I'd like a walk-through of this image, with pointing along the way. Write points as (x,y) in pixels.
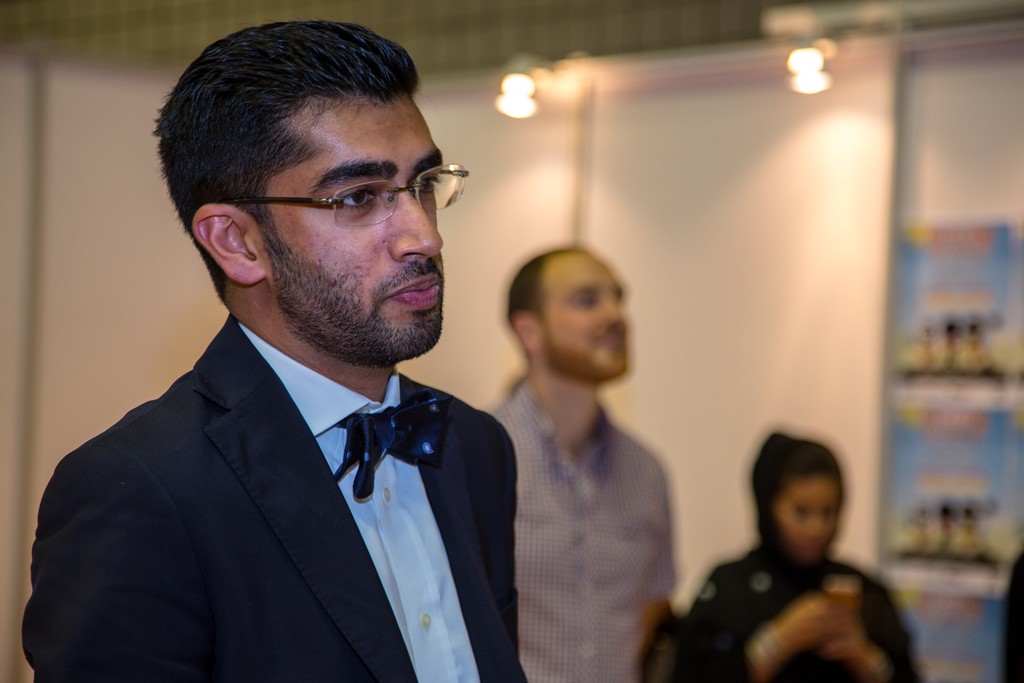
In the picture we can see a man (60,602) standing, he is in black color blazer (309,624), tie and white shirt (392,514) and beside him we can see some other person (659,618) standing and one more person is there and in the background (82,192) we can see a wall (726,285) with lights (507,103) on top of it.
